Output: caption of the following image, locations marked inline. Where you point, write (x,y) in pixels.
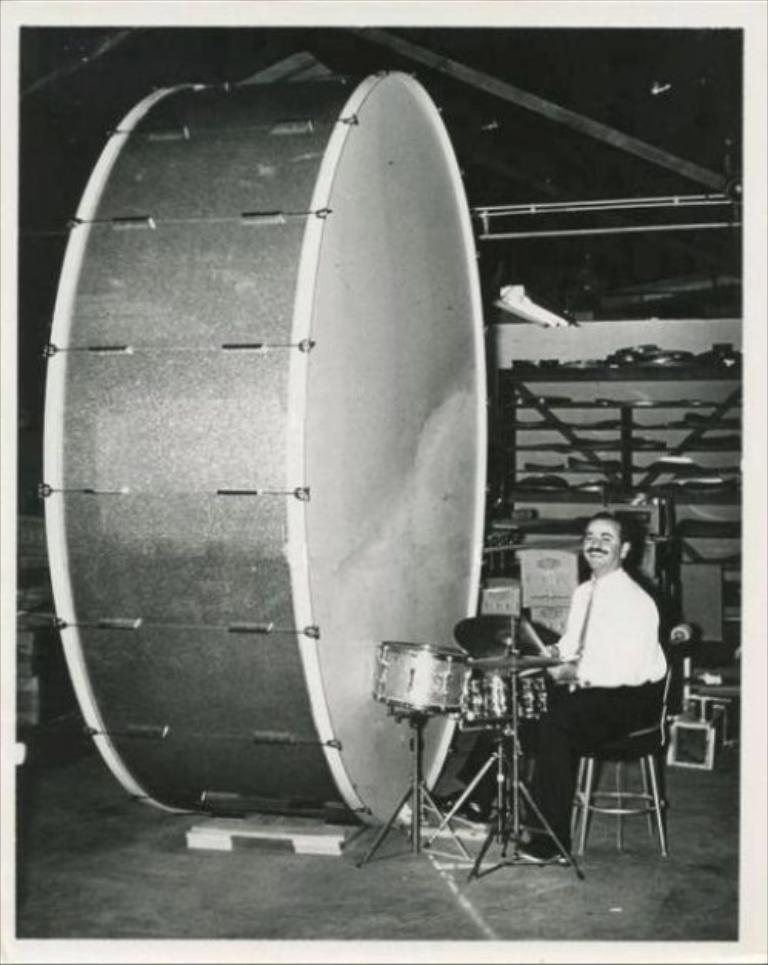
In this image I can see a person (654,685) is sitting on the chair (646,768) and holding something. I can see few musical instruments (469,719) and few objects (540,426). The image is in black and white.
